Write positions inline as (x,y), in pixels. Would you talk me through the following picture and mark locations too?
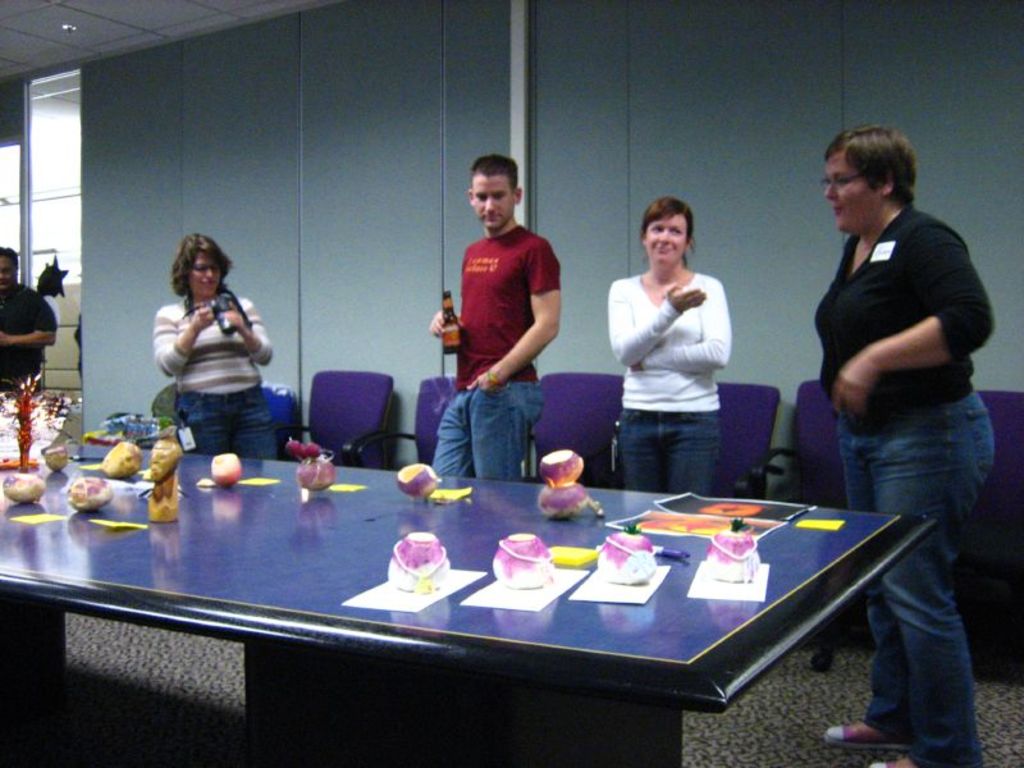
There is table (345,513) and chairs (384,411) in a room (830,716) with something (753,551) placed on table (606,521). There are three women (204,406) and two man (27,356) standing in a room (307,349) and watching at the stuff (313,456) on table (769,575). One of the man (5,320) standing near the window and staring at the stuff (602,549) on table (459,506) and other man (462,353) is standing with alcohol bottle (451,323) on hand (434,319) and two other women (921,303) are talking to each other and one woman (238,378) is capturing the stuff (22,487) on table (651,766) with camera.
